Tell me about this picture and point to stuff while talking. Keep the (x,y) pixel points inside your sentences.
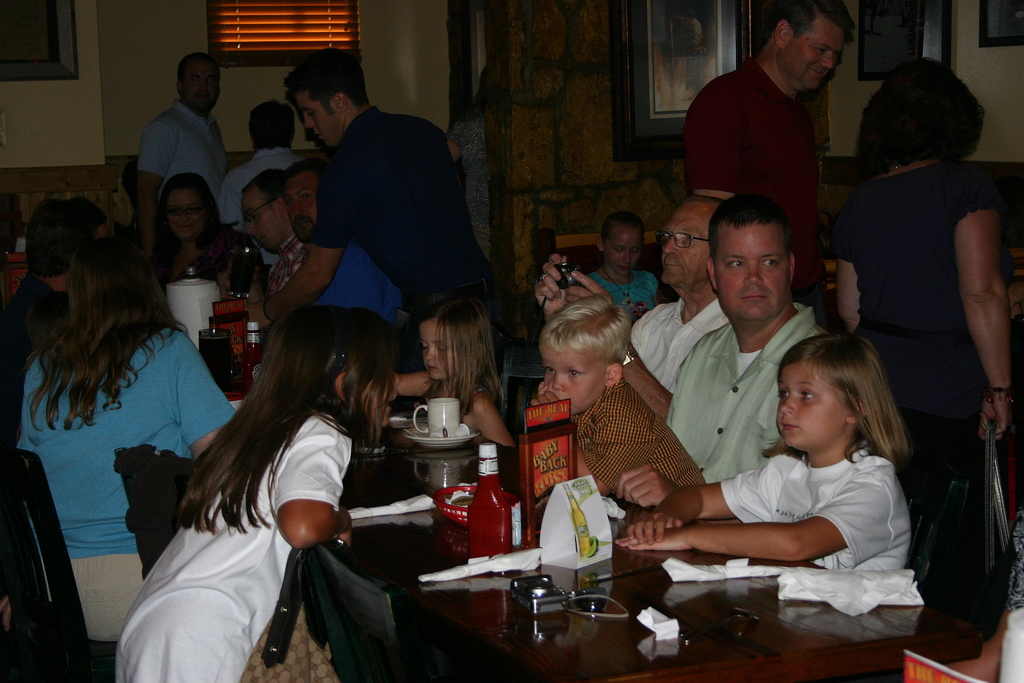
In this image there are few people (136,388) sitting on chairs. In the middle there is a dining table (648,600). On dining table (471,451) there are cup (443,426), plates (452,440), pouch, bottles (500,502), napkins (809,575). Here a person (670,253) is clicking photo. There are few persons (946,198) standing. In the wall (278,88) there are paintings (921,15).
